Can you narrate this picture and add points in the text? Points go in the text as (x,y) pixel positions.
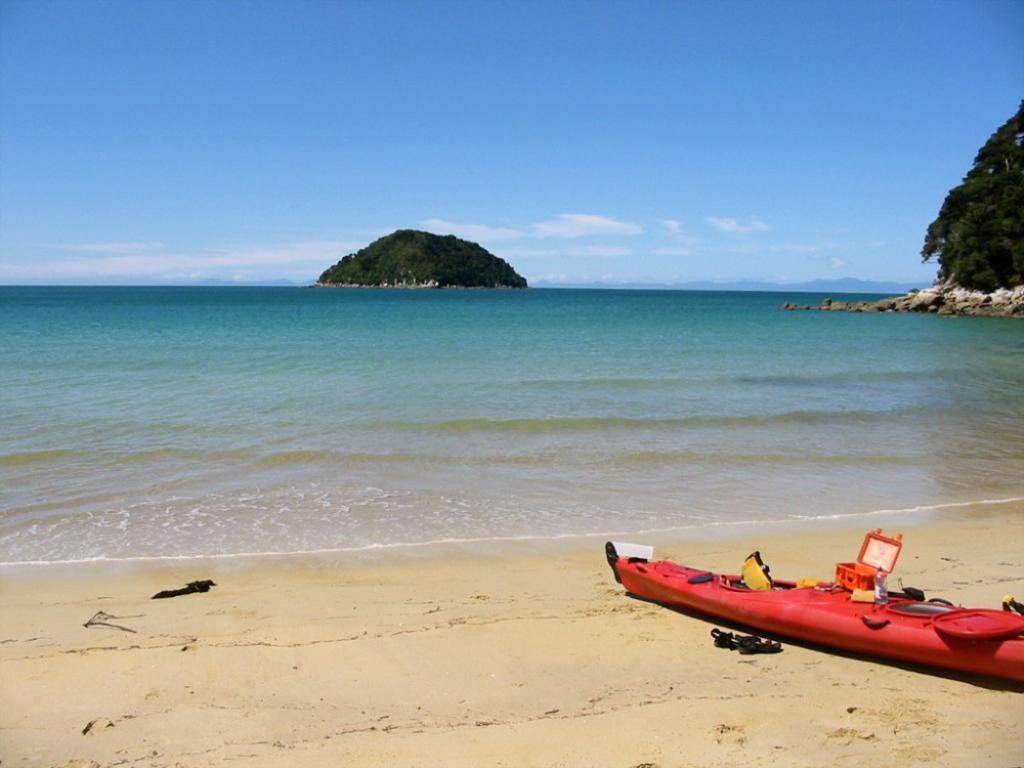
In this image we can see a large water body (549,399). We can also see a boat (890,625) and slippers (731,646) on the sea shore (721,674). On the backside (479,254) we can see a group of trees (444,262) on the hills (441,265) and the sky (471,104) which looks cloudy.
